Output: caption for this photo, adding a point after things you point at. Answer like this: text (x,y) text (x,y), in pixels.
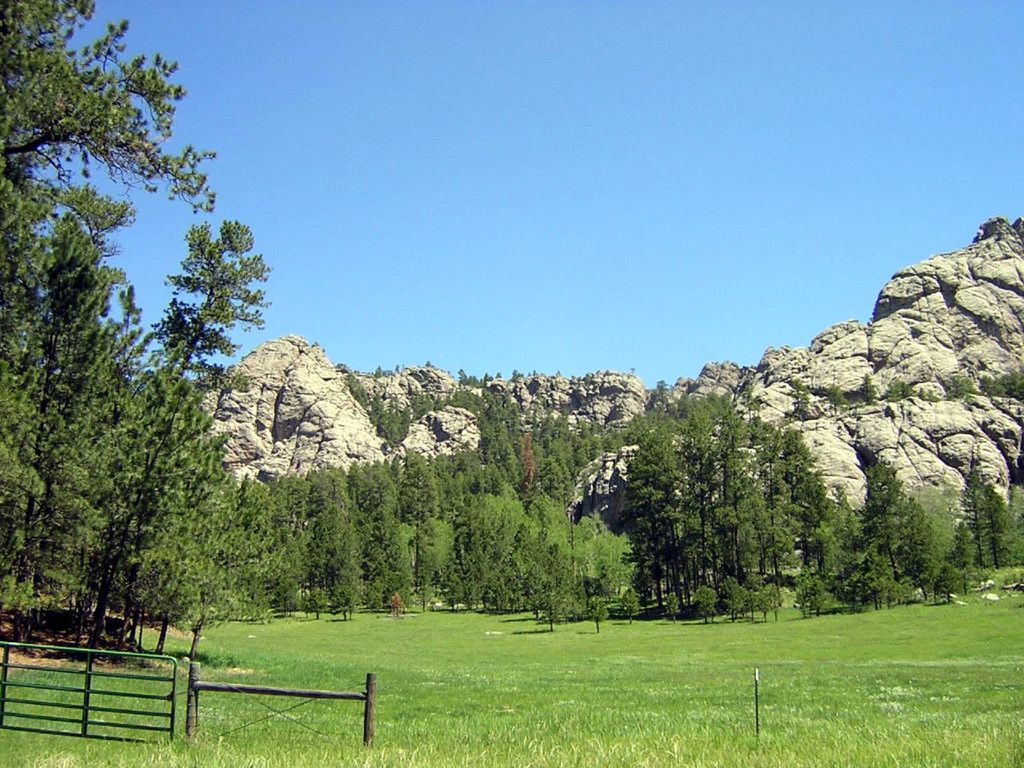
In the background of the image (952,412) there are mountains (340,456). There are trees (421,540). At the bottom of the image (618,730) there is grass (440,725). There is a fencing (148,698).
